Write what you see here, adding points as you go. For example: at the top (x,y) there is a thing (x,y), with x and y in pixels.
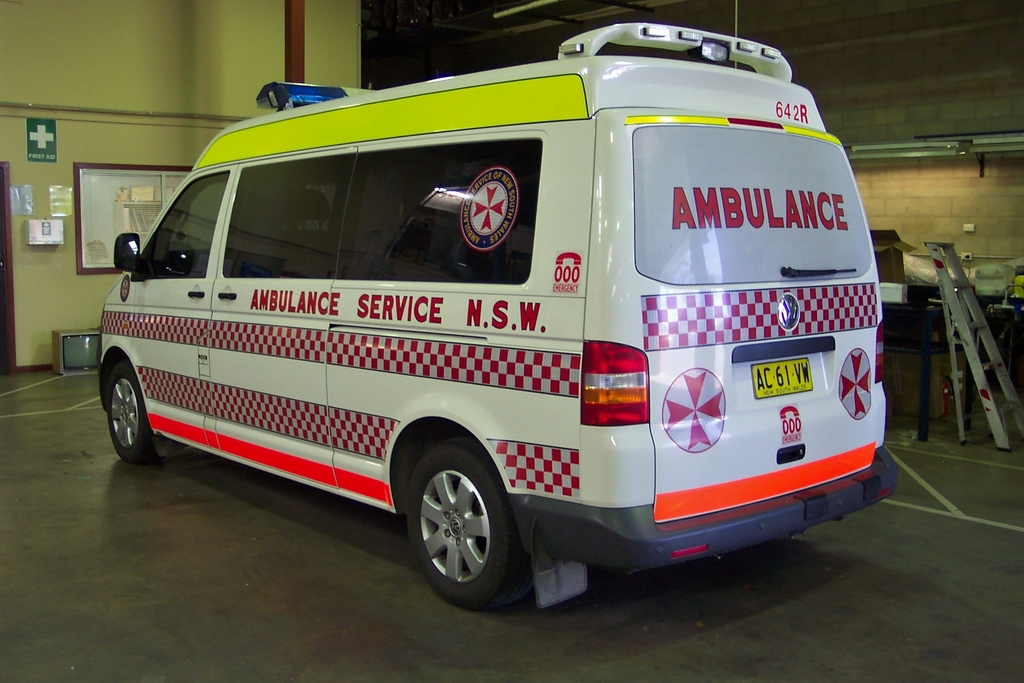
In this picture there is a vehicle (712,492) and there is a text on the vehicle (812,350). On the left side of the image (91,166) there is a board (92,263) and there is a box (60,224) and there are posters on the wall (15,136). There is a door (4,281) and there is a television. On the right side of the image (956,293) there is a ladder (945,284) and there is a cardboard box (906,373) and there are objects (905,299) on the table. At the top (966,150) there are lights (917,150) and there are wires (209,114) on the wall (180,141).
